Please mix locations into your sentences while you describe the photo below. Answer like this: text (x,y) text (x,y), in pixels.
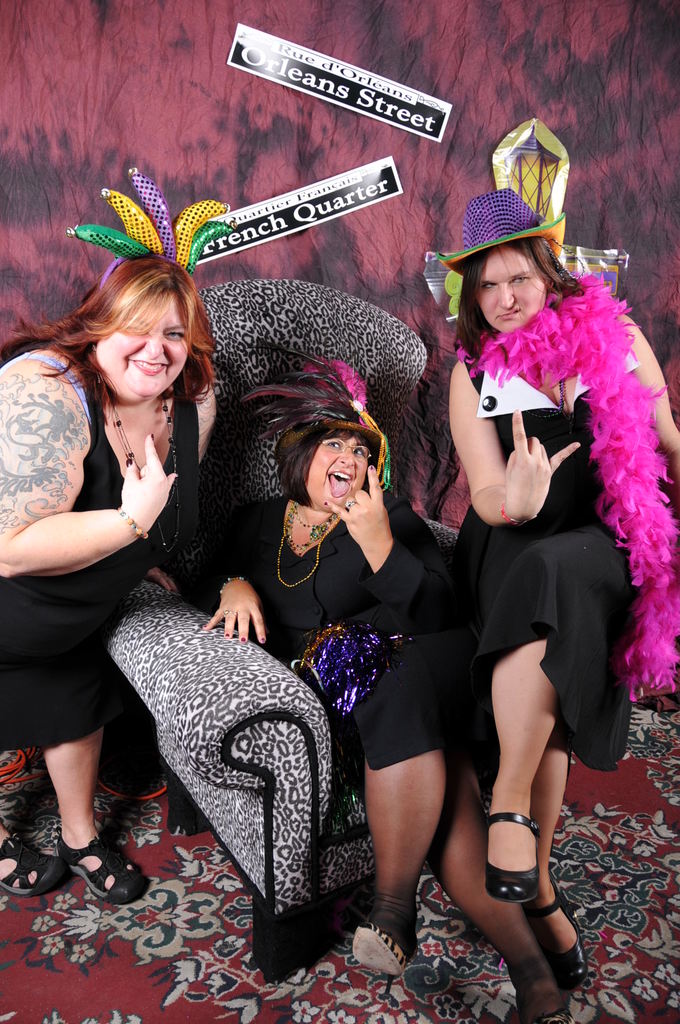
In this image I can see three women (467,376) and I can see all of them are wearing black dress (247,568). I can also see smile on two of their faces (341,445) and I can see two of them are sitting and one is standing. In the background (295,216) I can see few papers (372,107) and on these papers (333,197) I can see something is written.
